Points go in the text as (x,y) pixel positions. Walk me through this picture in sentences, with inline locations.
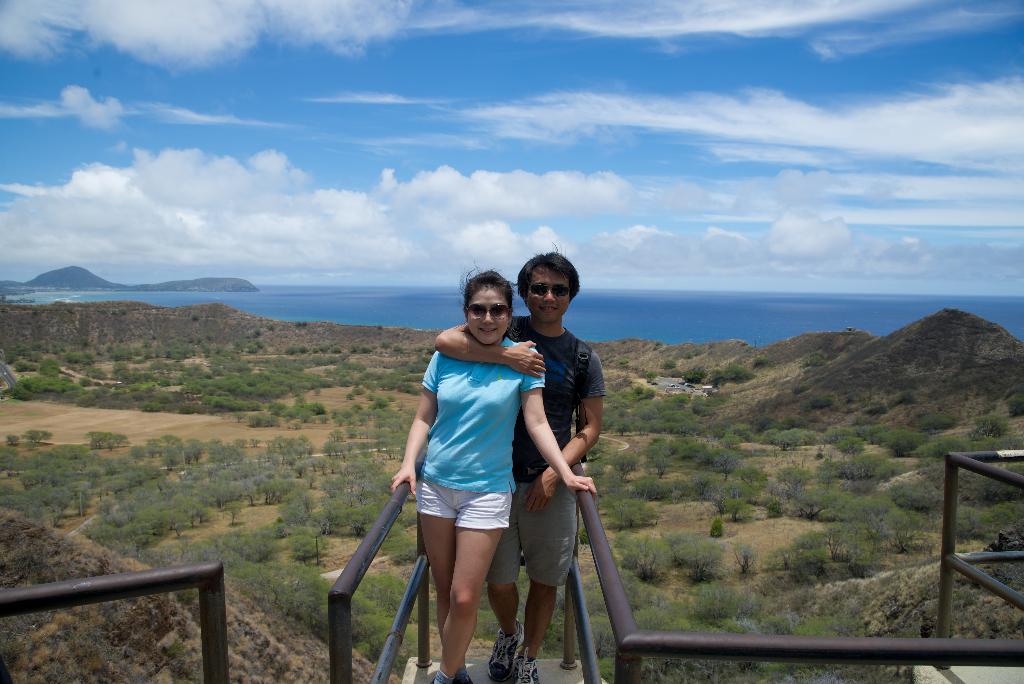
In the foreground (432,571), I can see two persons (519,514) are standing near the fence (621,630) and I can see metal rods (620,602). In the background (747,616), I can see trees (321,507), mountains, water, grass (90,414) and the sky (419,239). This image taken, maybe near the ocean (313,300).
